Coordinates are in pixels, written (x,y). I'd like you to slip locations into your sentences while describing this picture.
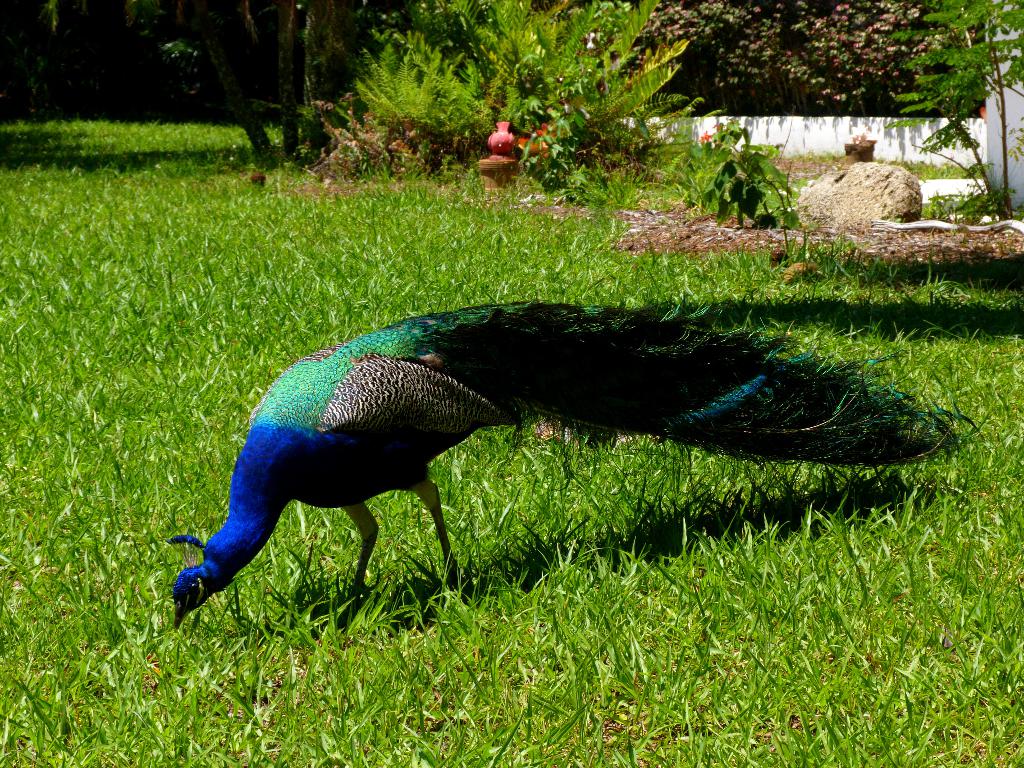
In the image we can see peacock (349,393), grass (676,597), plant (781,177), stone (825,175), small wall (796,123) and trees (750,45).
